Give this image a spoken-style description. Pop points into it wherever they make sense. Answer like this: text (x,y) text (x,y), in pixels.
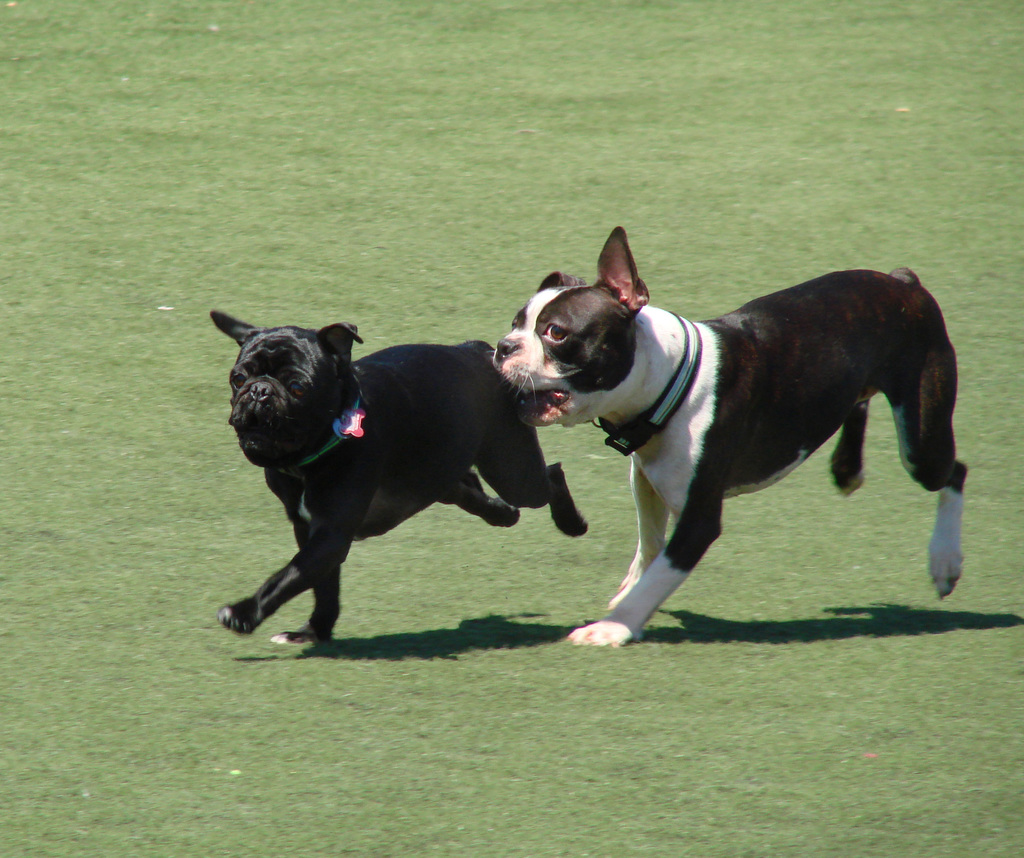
In this image I can see there are dogs (776,399) running on the ground (907,559). And there is a grass (377,254).
